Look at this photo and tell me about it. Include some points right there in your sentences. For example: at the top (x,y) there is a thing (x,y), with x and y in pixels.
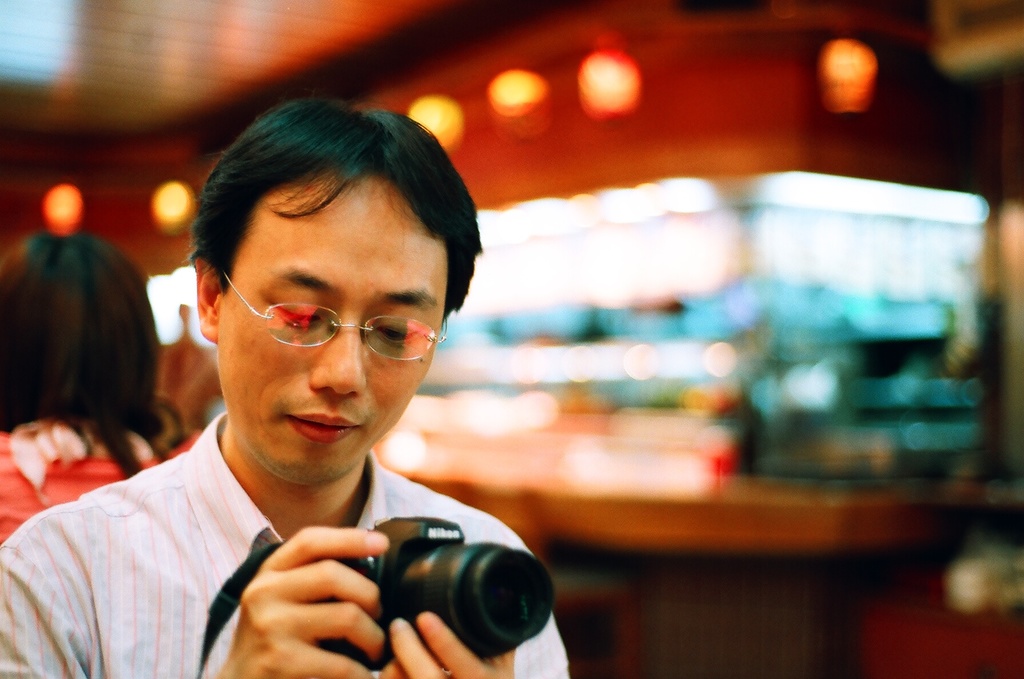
This image consists of two persons (369,515). In front (278,637) there is a man (251,448) who is holding camera (396,563). He is wearing specs (411,338). There are lights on the top (571,209).
